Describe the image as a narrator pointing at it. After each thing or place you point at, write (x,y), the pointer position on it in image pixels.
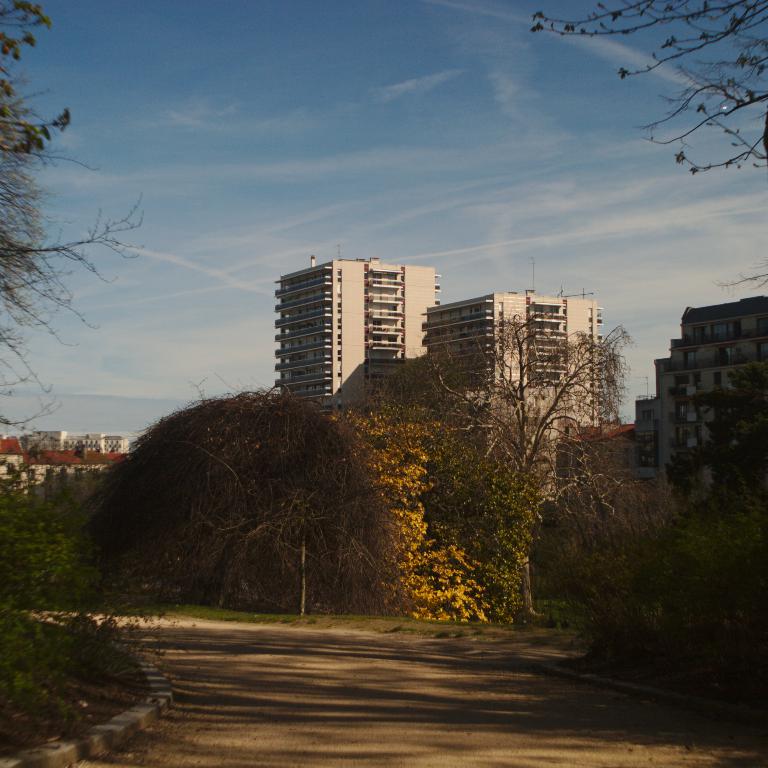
This picture is clicked outside the city. At the bottom of the picture (267,680), we see the road (396,713). On the right side (656,504), we see trees (462,545) and buildings (666,411) in white color. On the left side (27,628), there are trees (46,556). In the background (10,451), we see a building (68,439) in white and red color. At the top of the picture (403,71), we see the sky (116,427), which is blue in color.
